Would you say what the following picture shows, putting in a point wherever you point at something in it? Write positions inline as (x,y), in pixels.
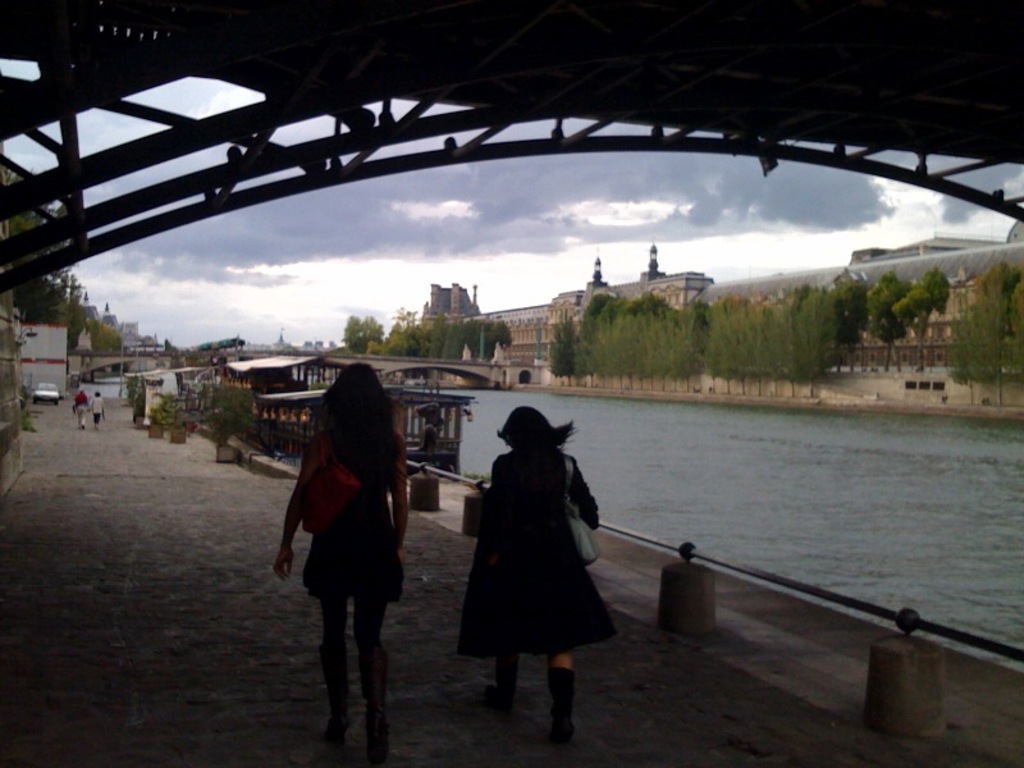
In the center of the image (384,434) we can see people (289,544) walking. On the right (842,545) there is a canal (896,469) and we can see trees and there are boats (276,400). In the background (402,305) there are buildings (657,277) and sky (376,199). On the left (55,392) there is a vehicle (44,400).
